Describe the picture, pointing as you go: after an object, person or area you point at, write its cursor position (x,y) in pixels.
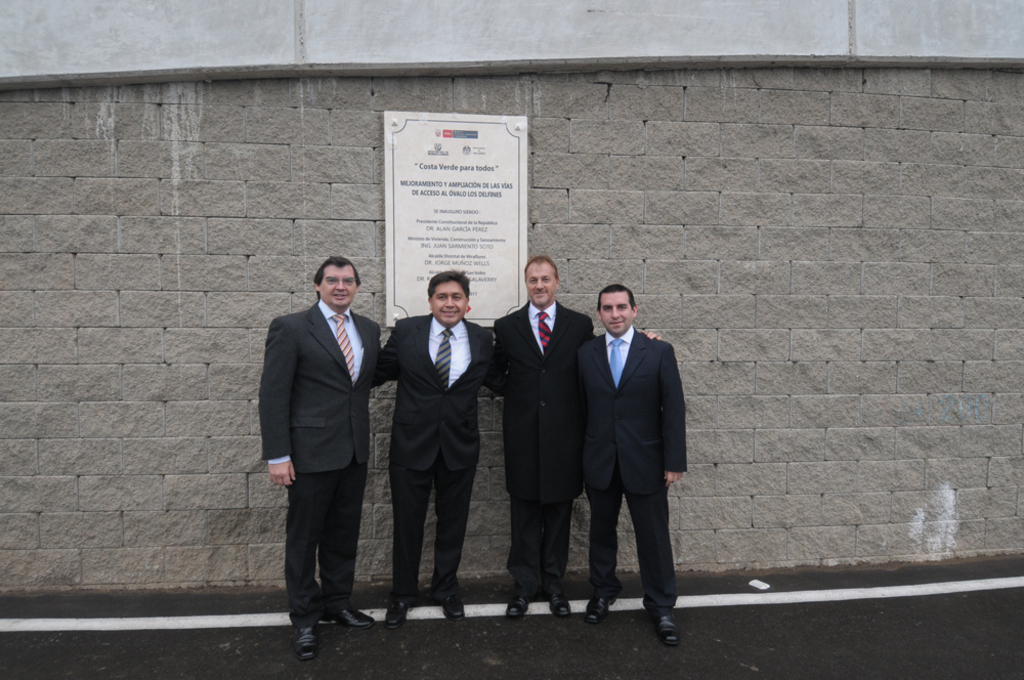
There are four people (483,376) standing wearing black suit (428,402). In the back (792,198) there is a brick wall (647,188). On the wall (636,215) there is a poster (429,185).
